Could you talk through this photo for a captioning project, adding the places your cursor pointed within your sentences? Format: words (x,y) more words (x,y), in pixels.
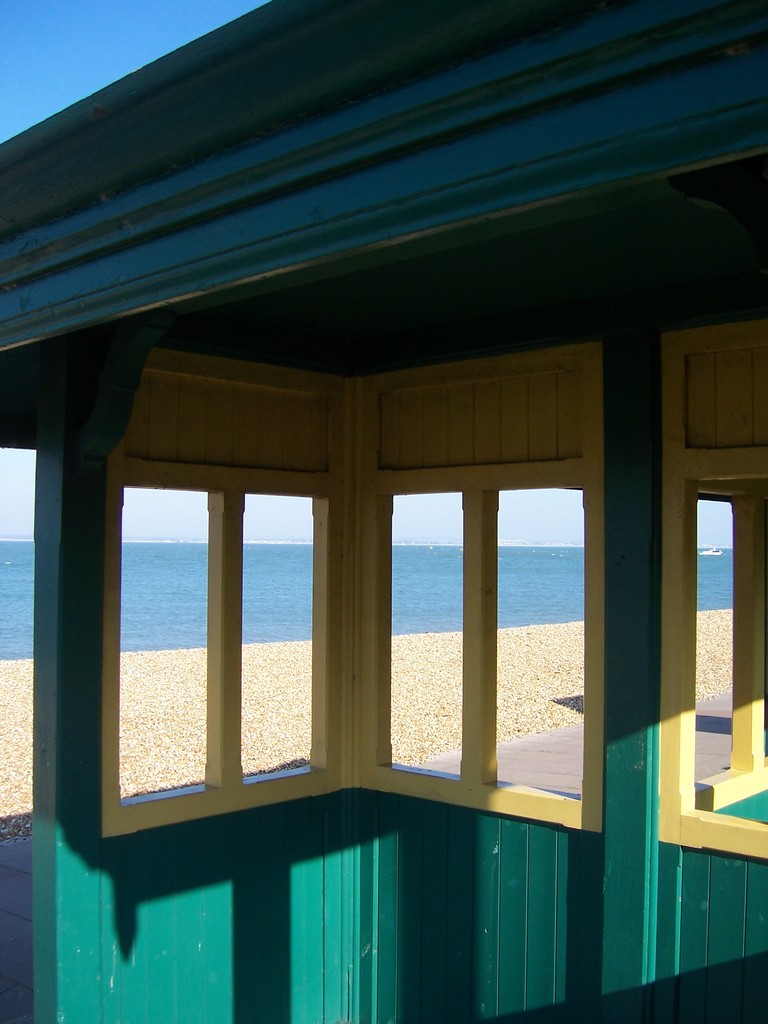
In this picture we can see a shed (102,323) on the ground (449,670), boat (704,553) on water (704,566) and in the background (114,39) we can see the sky (501,531).
